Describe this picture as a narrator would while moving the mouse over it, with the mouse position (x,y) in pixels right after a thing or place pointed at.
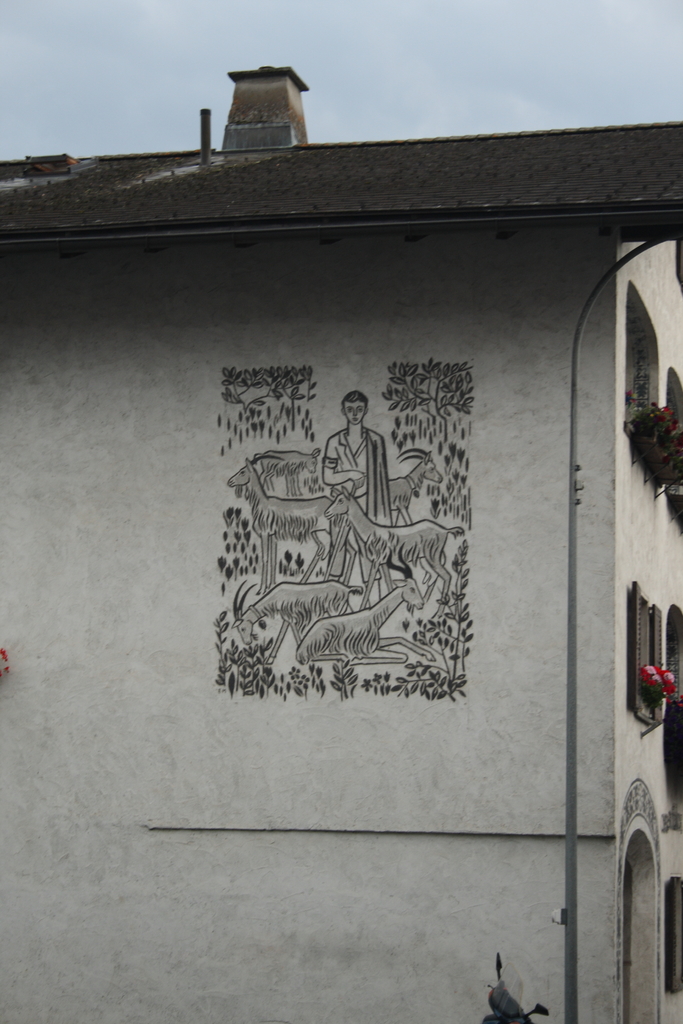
In this picture we can see a building (392,737) with a design (327,677) on the wall (507,707) and some objects (635,448) and in the background (121,129) we can see the sky (372,55).
